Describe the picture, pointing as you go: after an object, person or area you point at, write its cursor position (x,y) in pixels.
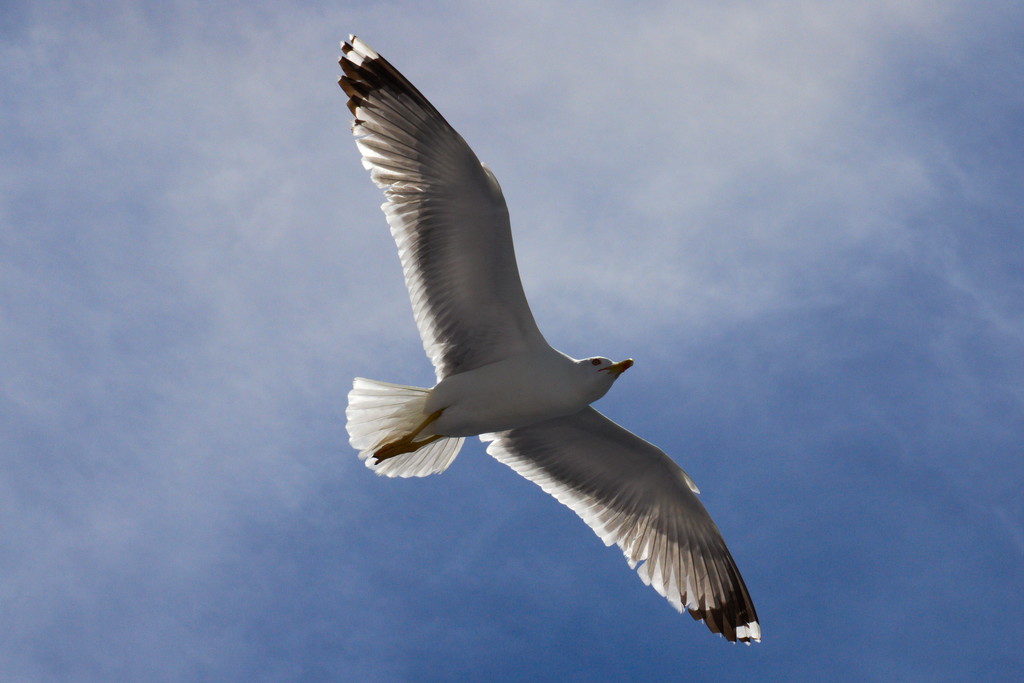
In this image there is a bird (523,395) flying in the air (262,290).
